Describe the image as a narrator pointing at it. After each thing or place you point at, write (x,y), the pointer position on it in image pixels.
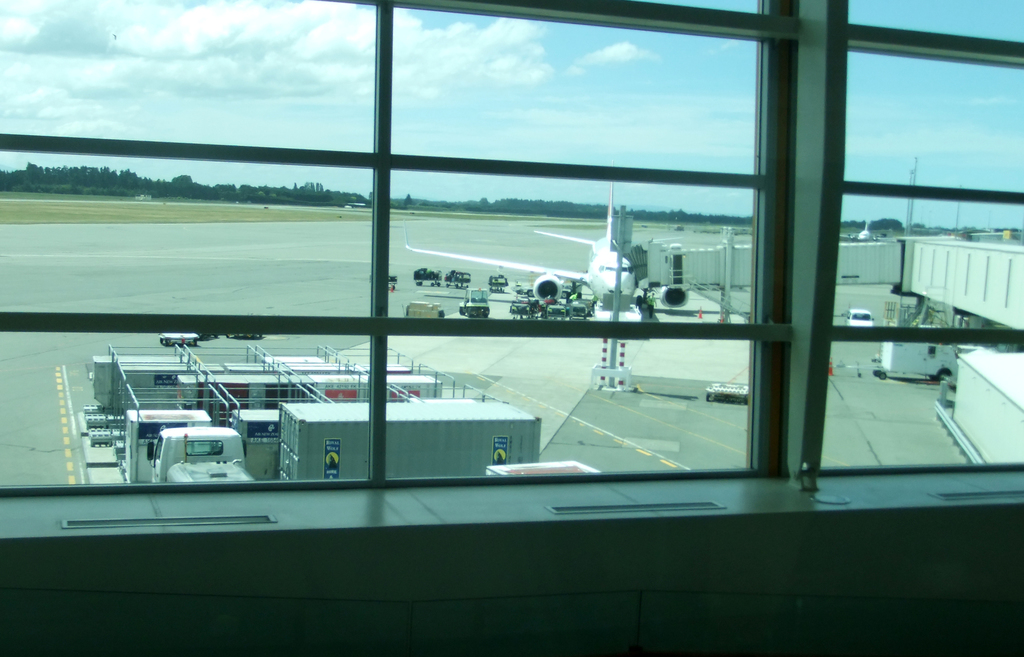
In the picture we can see a glass window (150,77) from it, we can see a runway (14,372) and on it we can see a plane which is white in color and beside it, we can see some vehicles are parked and near to it, we can also see some goods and far away from it we can see trees (5,177) and behind it we can see a sky (244,50) with clouds (261,81).
